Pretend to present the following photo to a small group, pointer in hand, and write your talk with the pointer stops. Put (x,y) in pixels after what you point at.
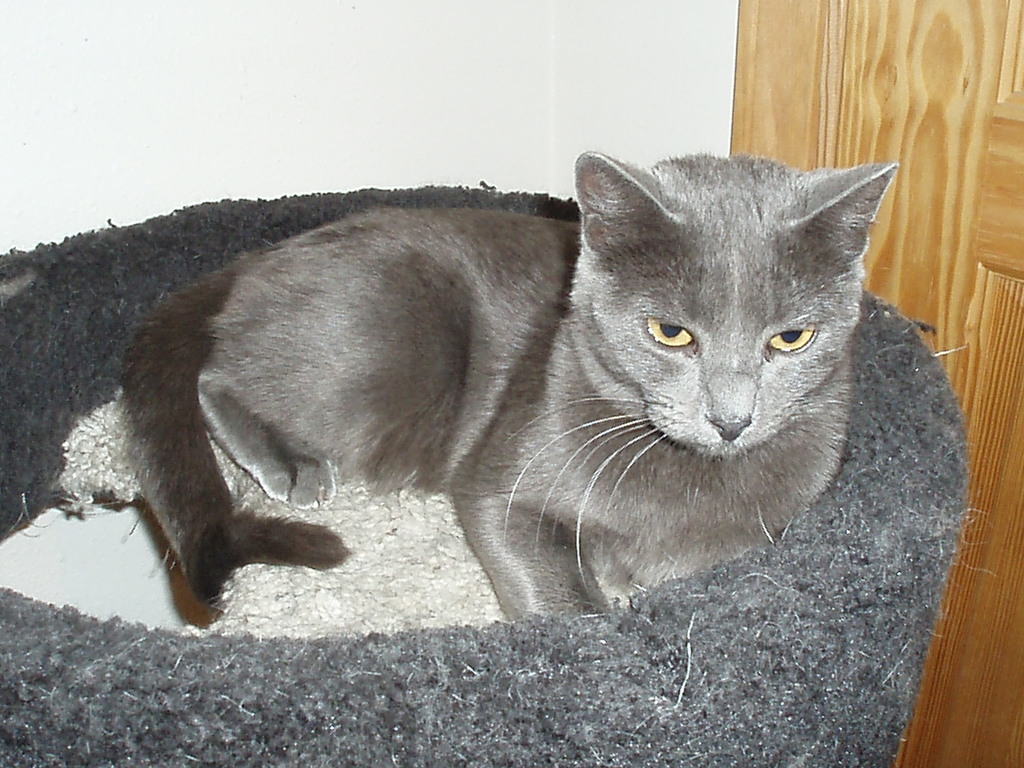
In this image I can see the cat (671,401) which is in ash and grey color. It is on the white and grey color object (755,596). In the background (776,145) I can see the white and brown color wall (828,144).
